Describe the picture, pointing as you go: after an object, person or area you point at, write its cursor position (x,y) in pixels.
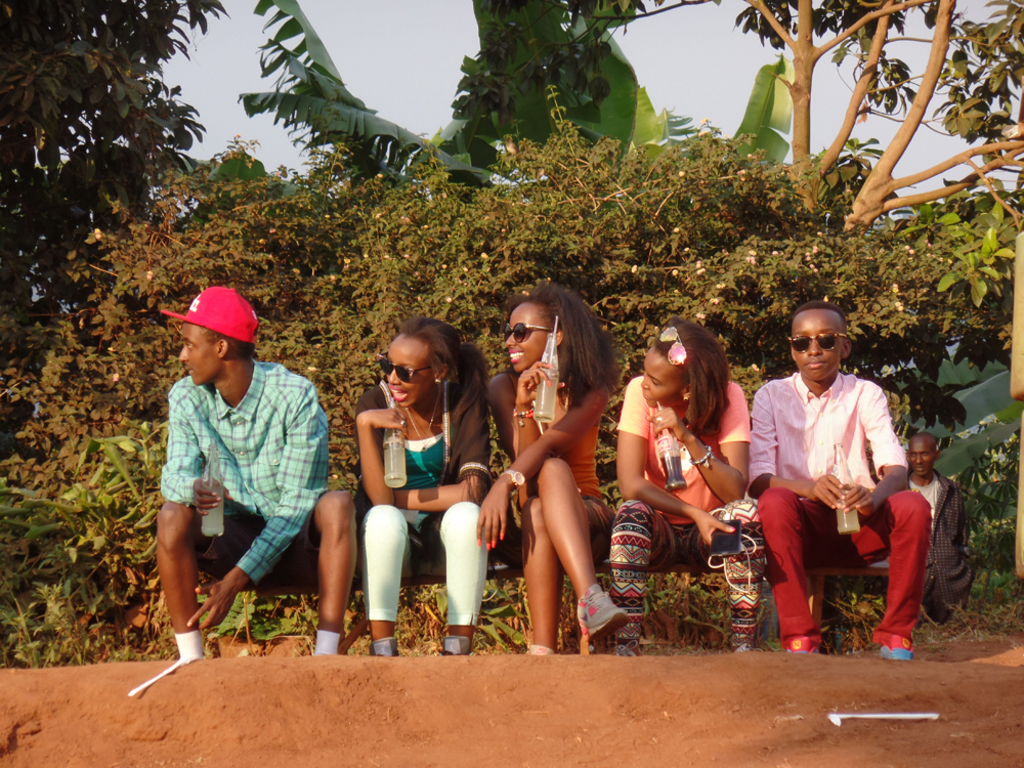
In this image we can see group of persons (791,546) sitting on the surface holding bottles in their hands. In the background (969,563), we can see a person (945,536) standing, group of trees (844,258) and the sky (443,61).
